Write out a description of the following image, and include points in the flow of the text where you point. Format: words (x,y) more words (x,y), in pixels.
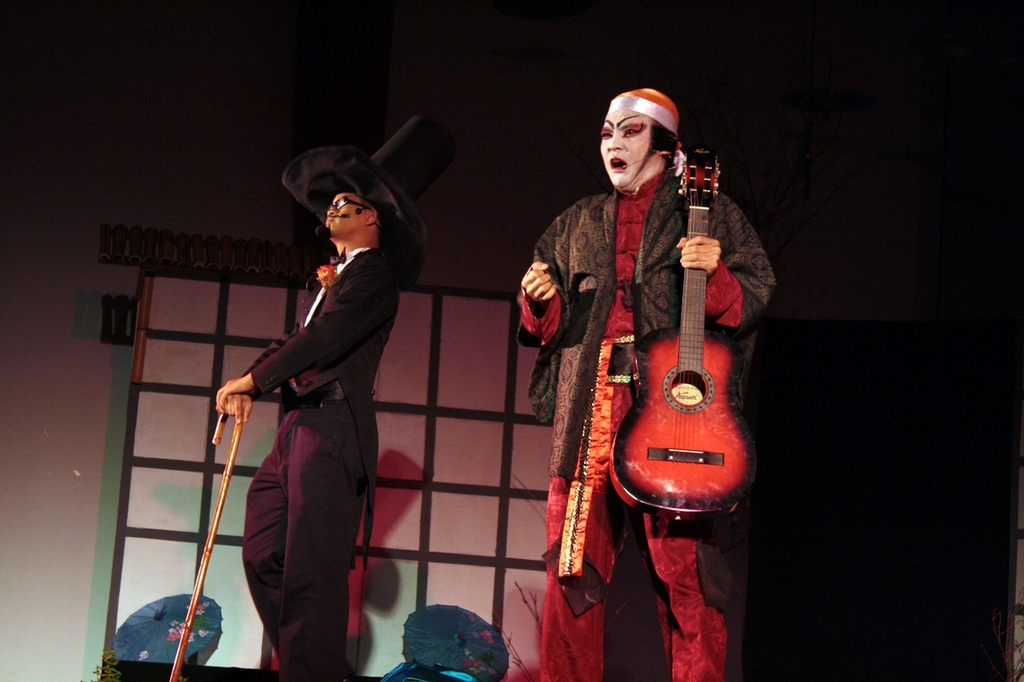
The person (634,346) wearing red dress (634,346) is holding a guitar (708,353) in his hand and the person (324,342) wearing black dress (325,349) is holding a stick (223,484) in his hand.
